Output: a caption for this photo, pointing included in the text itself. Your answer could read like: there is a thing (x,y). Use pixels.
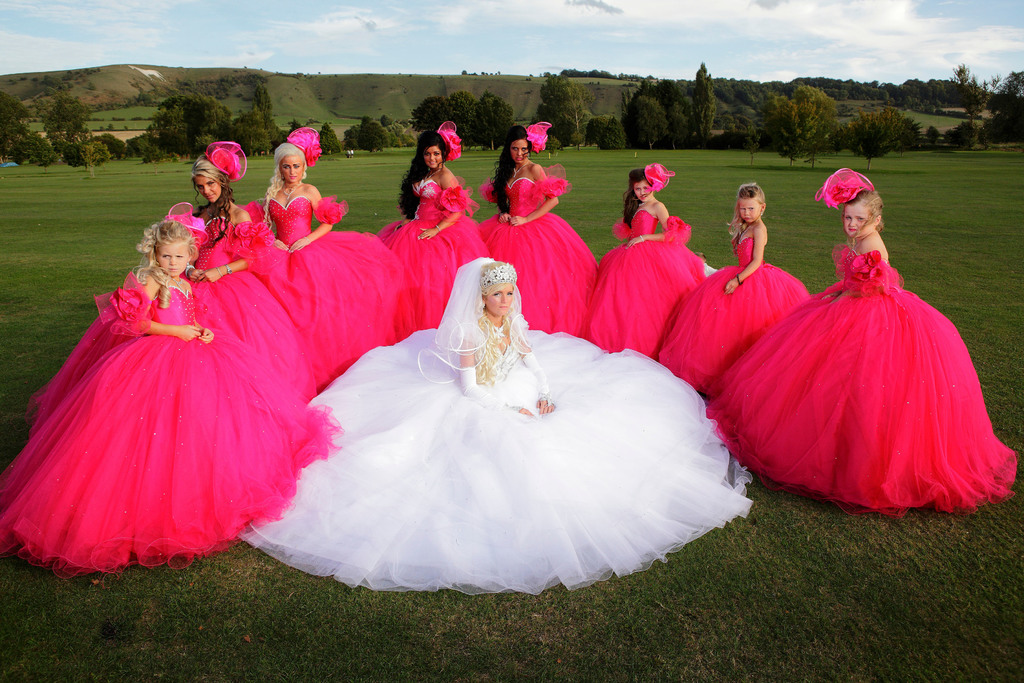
In this image we can see a group of people (544,534) on the grass field (962,265). In the background (818,117), we can see a group of trees (87,114), hills (408,107). At the top of the image (554,8) we can see the sky (610,25).
